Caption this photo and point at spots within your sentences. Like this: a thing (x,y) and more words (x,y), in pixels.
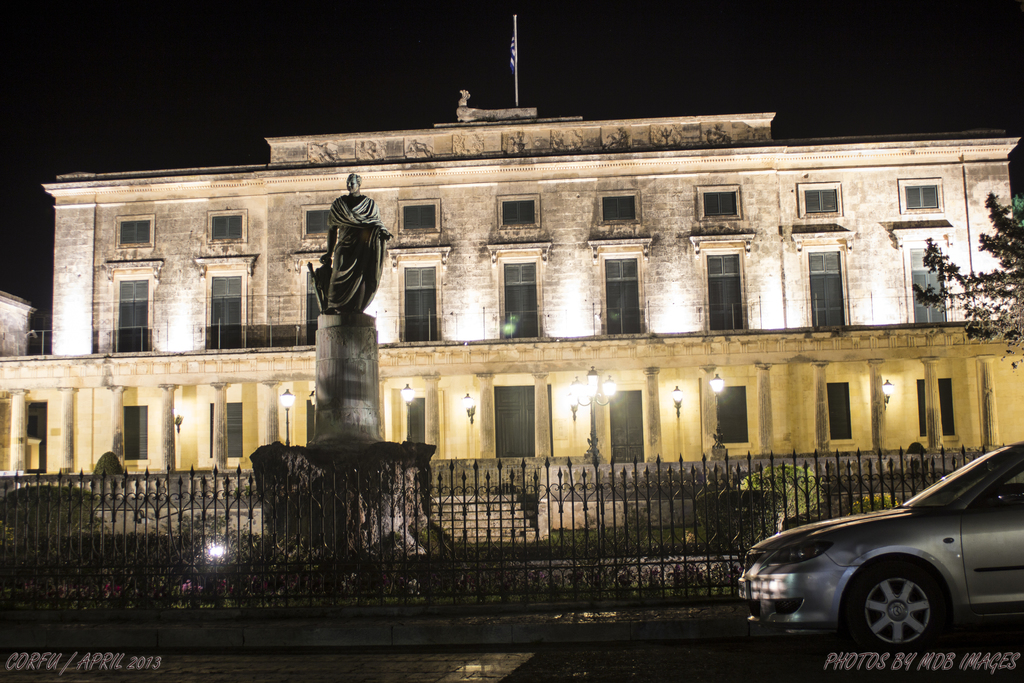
In the center of the image (355,406) we can see one solid structure (337,407). On the solid structure (333,360), we can see statues (355,257). In front of the structure (339,335), we can see the fence (83,547). On the right side of the image (849,545), we can see a vehicle (966,558) on the road (101,671). At the bottom of the right and left side of the image (152,662), we can see some text (141,660). In the background (599,248) there is a building (721,265), windows (716,287), pillars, lights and branches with leaves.
